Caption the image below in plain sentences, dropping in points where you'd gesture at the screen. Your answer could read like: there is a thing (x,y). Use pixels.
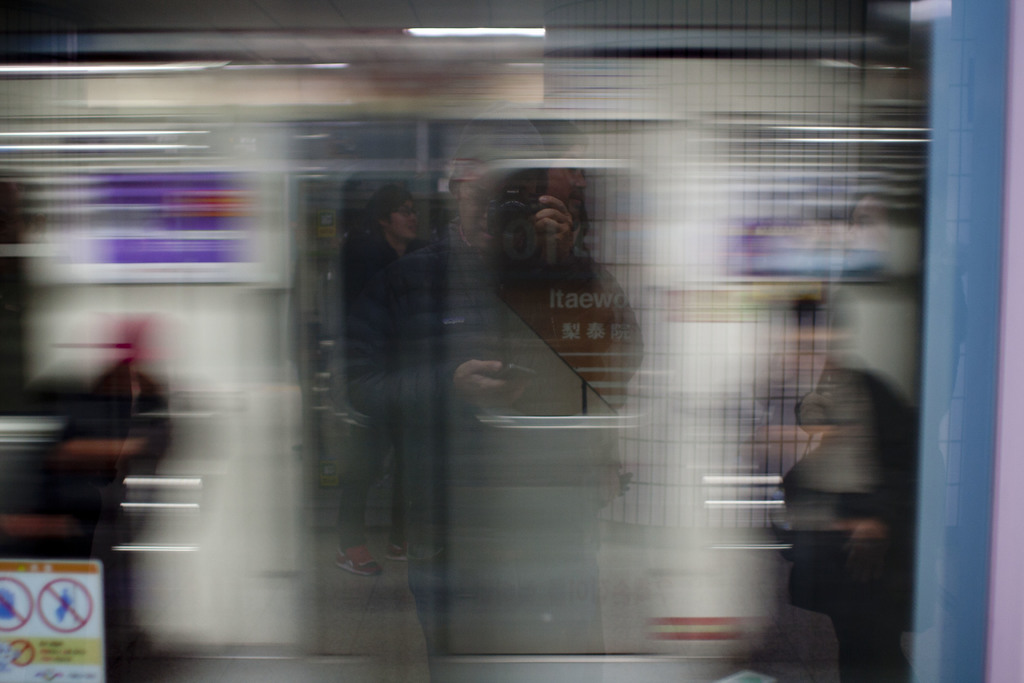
This is a blurred image, in this image there is a person (550,214) clicking the picture of a moving train (149,288).
